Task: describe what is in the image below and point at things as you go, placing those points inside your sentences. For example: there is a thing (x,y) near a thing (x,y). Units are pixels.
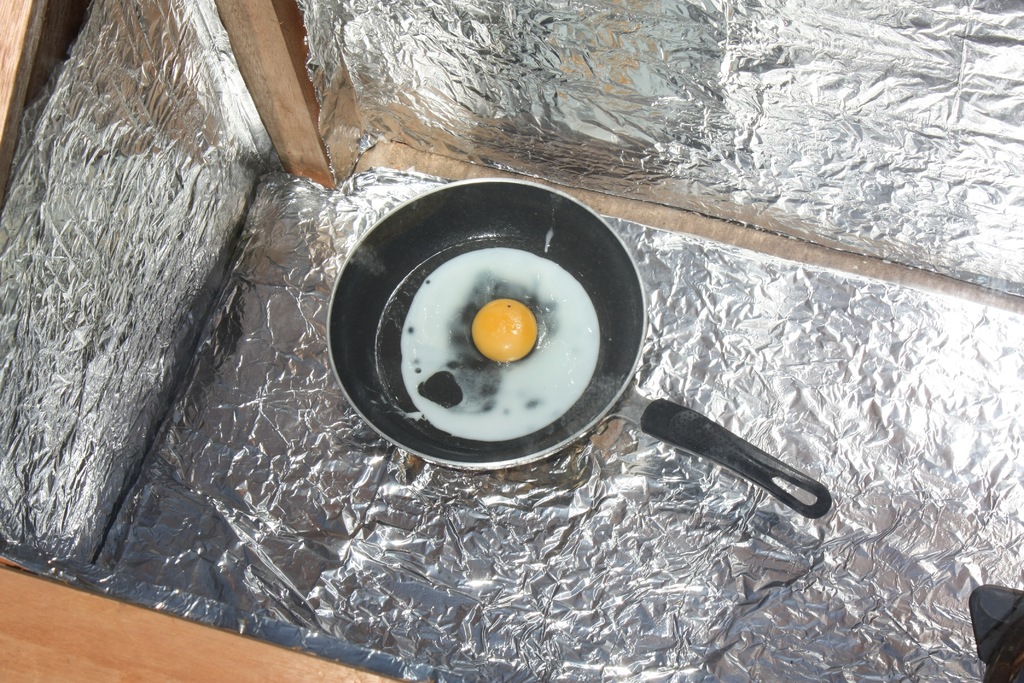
In this image, I can see egg white (513,363) and yolk (516,341) in a frying pan (579,416). There are silver foils (304,274), which are around a wooden object (154,629).
